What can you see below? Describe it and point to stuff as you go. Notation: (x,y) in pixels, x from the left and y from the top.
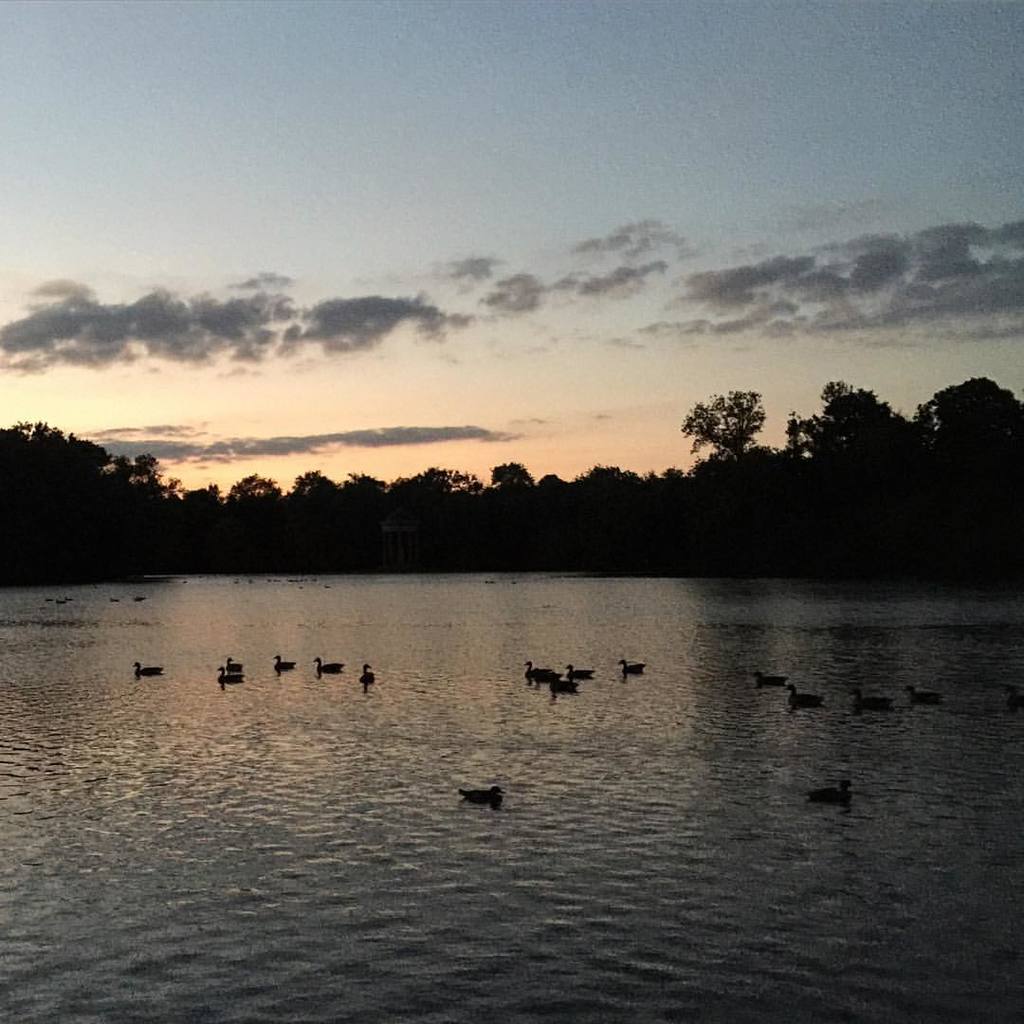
In this image I can see water (237,652) in the front (615,647) and on it I can see number of birds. In the background (428,571) I can see number of trees (913,454), clouds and the sky (611,123).
